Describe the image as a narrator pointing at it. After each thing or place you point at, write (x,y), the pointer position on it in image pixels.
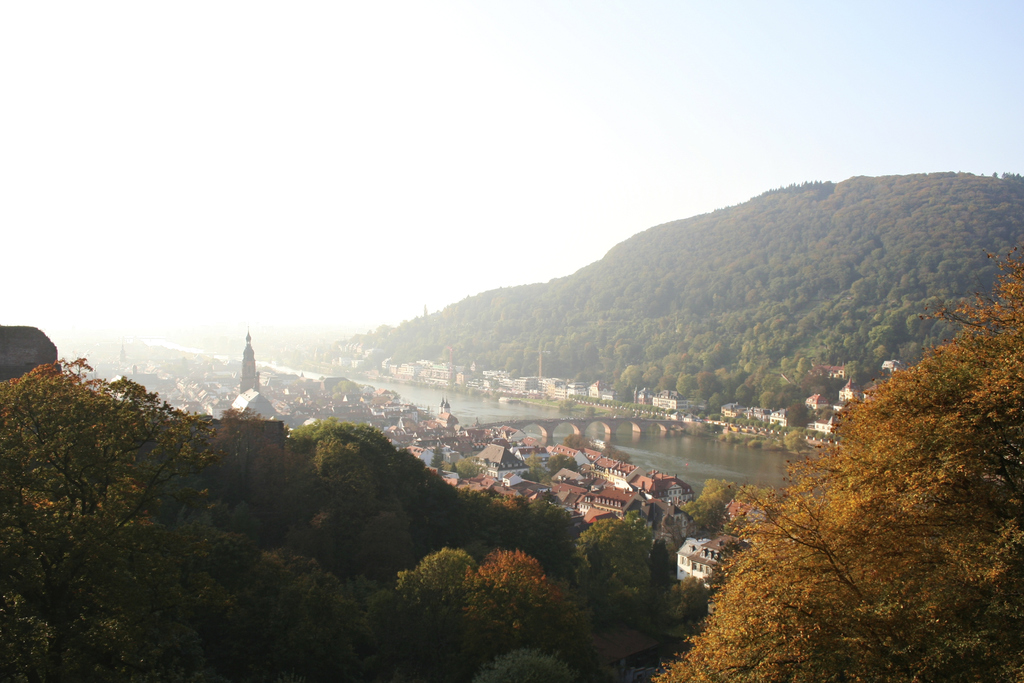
In this image we can see few trees (543,517), buildings (494,441), bridge (664,428), water (716,447), mountain (703,278) and the sky (398,144) in the background (485,183).
